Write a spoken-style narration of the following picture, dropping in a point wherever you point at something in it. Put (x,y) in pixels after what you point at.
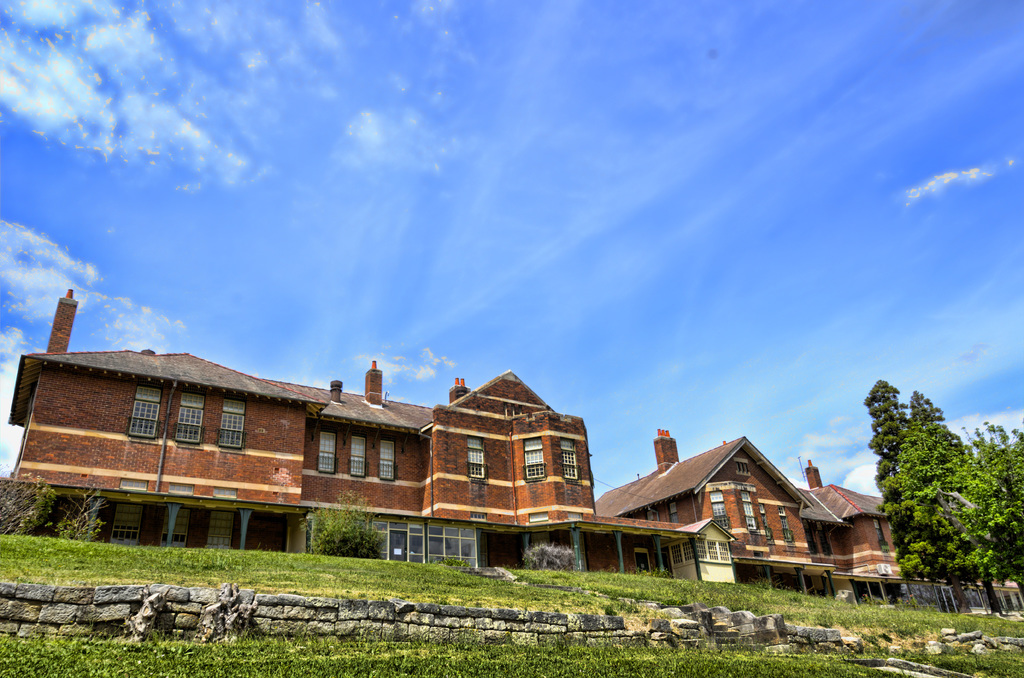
In this image there is grass (199,642) at the bottom (676,667). There are houses (173,545), trees (919,523) in the foreground (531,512). And there is sky (621,228) at the top (581,143).
